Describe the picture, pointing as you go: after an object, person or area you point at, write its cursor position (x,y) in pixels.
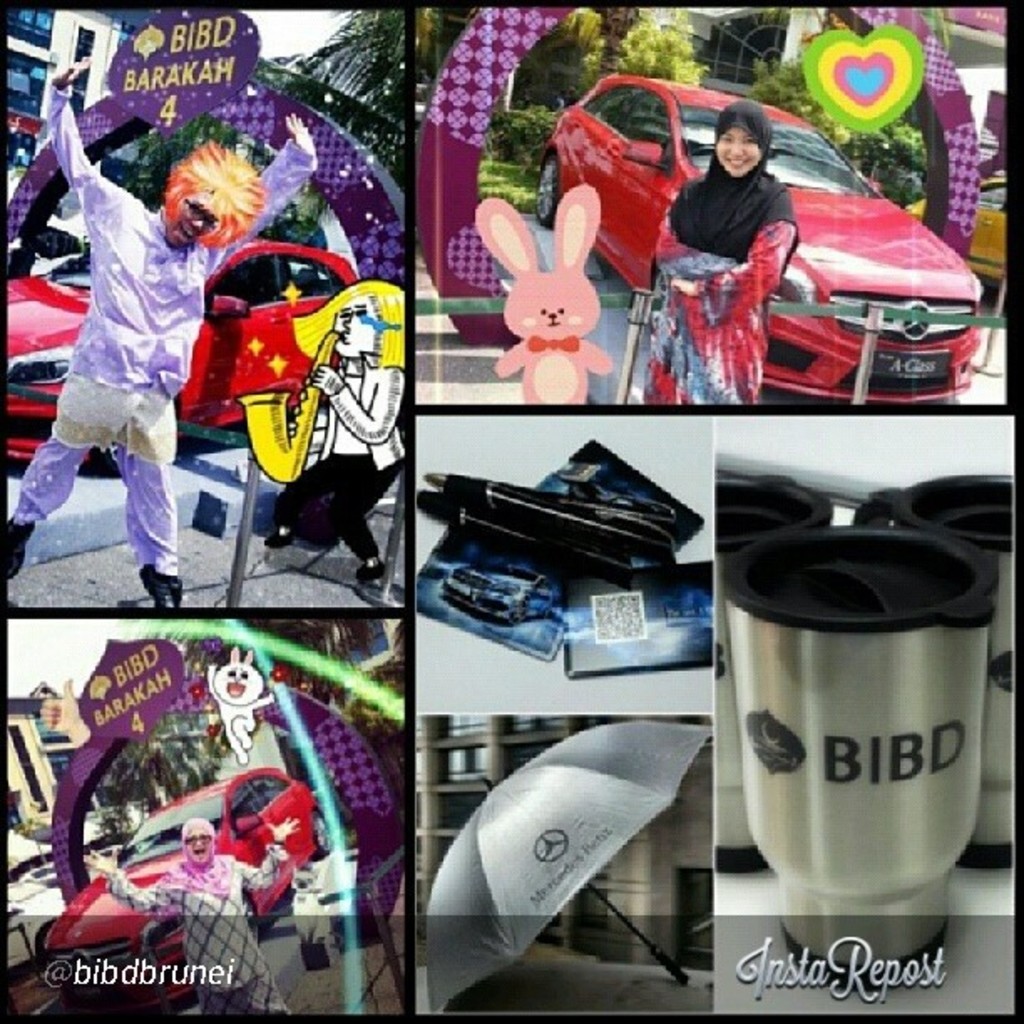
This is a photo grid image, on the left side (175,366) top corner there is a man (128,278) standing on side of road (248,598) behind a anime (326,343), beside it there is a woman (707,242) standing in front of a car (816,295) and on the bottom (836,783) there is steel bottle (873,773) and beside it there is umbrella (587,843) and other pic above with pen (563,523) and cards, on the left side (196,889) bottom there is a woman (189,956) standing in front of red car (117,956) in front of an arch (349,775).
